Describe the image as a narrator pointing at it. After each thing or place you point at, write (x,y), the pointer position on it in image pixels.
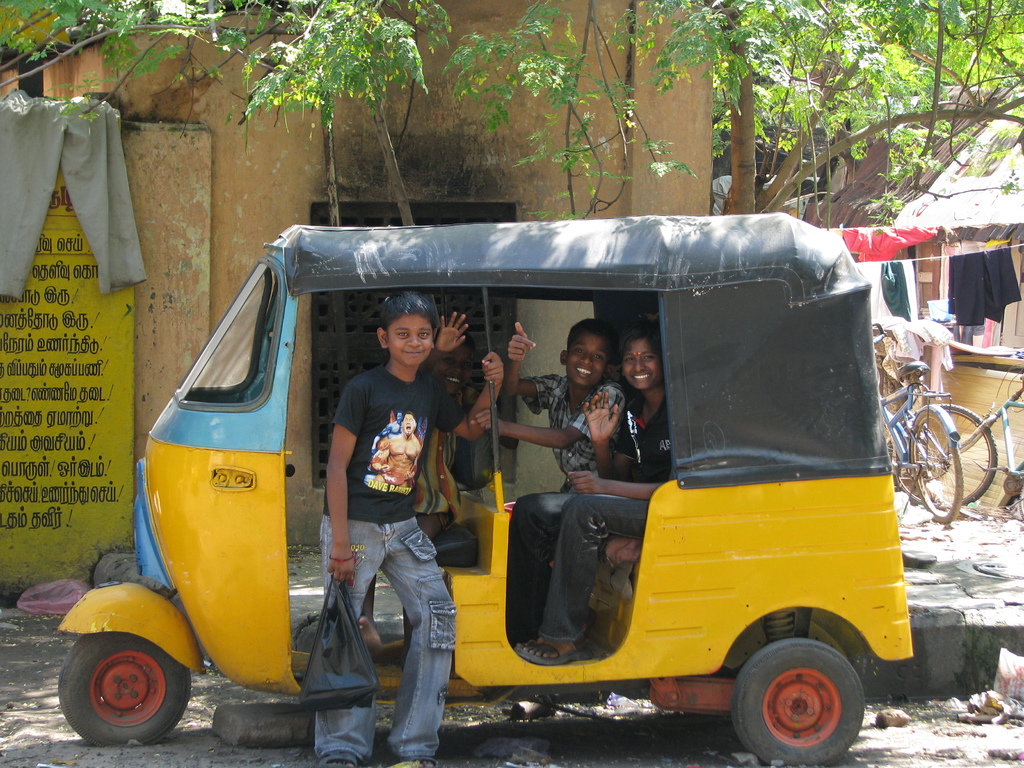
In this picture I can see an auto (227,317) in front (728,422) and I see 3 boys (572,391) who are sitting in it and I see another boy (398,433) who is standing near to it and I see that he is holding a cover (330,632) and I see that all of them are smiling. In the background (499,398) I see few buildings (958,211), trees (936,123), clothes (952,268), cycles (1013,469) and on the left side of this image (72,244) I see the yellow color thing (91,298), on which there is something written.
